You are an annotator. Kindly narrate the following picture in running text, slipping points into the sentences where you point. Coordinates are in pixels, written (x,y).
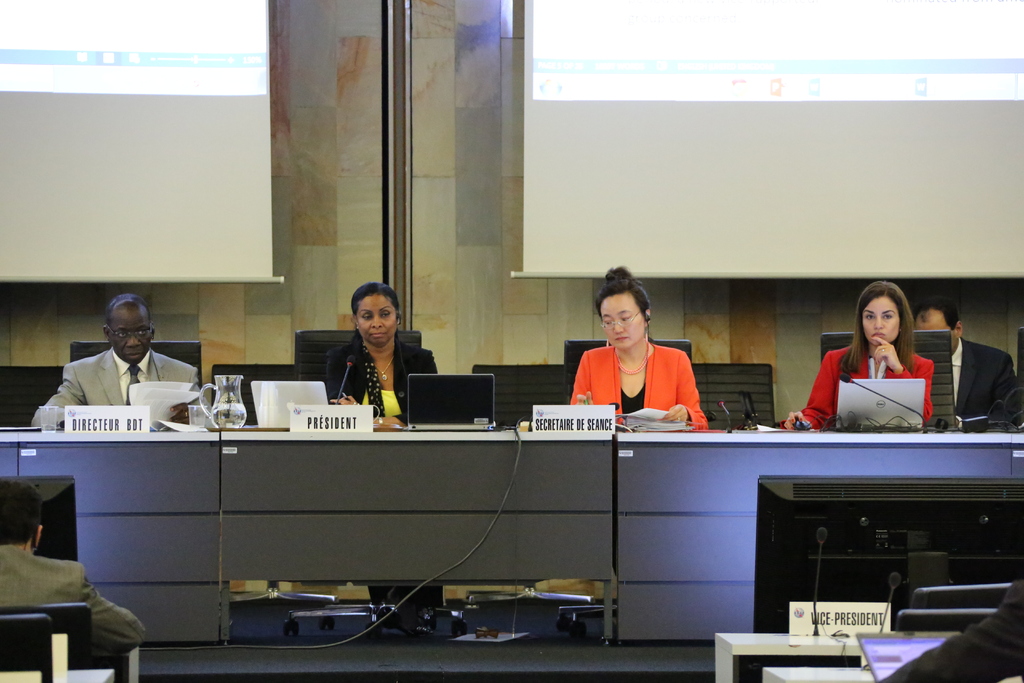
In this image, few peoples (369,376) are sat on the chair (761,404). There are few items (847,420) are placed on desk (368,451). That is placed in-front of them. And back side, we can see a wall (462,246), 2 screens (584,161). And microphones (926,429) on the top of the table (914,444).
